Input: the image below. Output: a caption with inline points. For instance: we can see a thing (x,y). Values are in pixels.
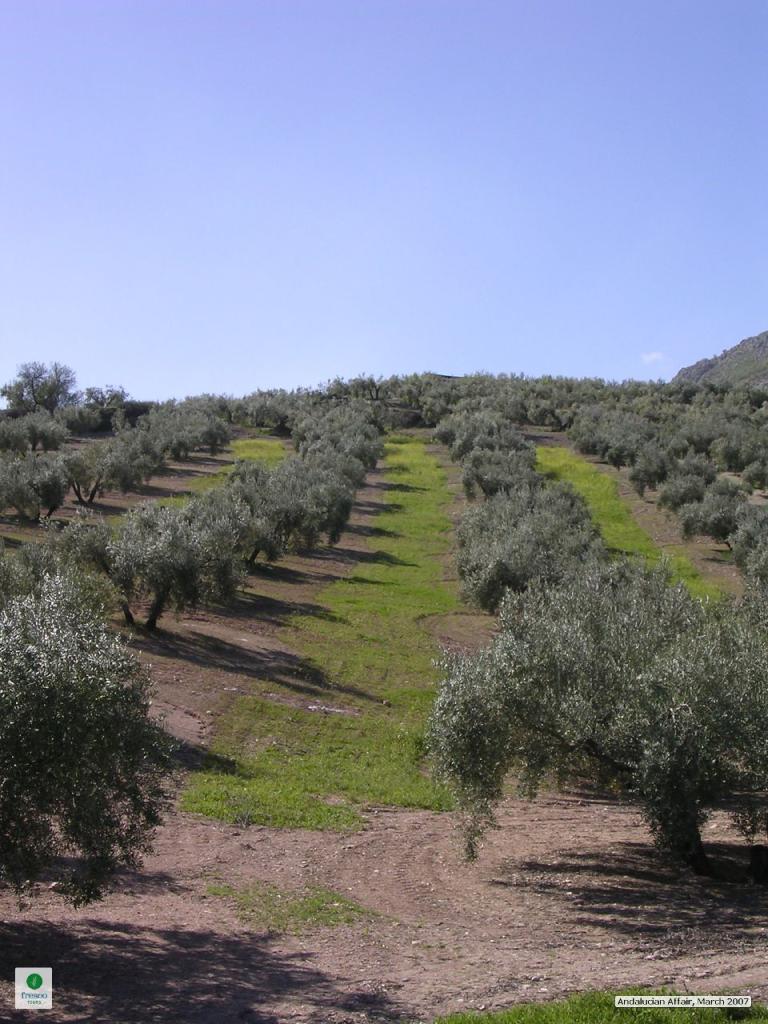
On the bottom right (745,1000), there is a watermark (682,997). On the bottom right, there is a watermark (619,995). In the background (679,500), there are trees (175,413), mountains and grass (412,456) on the ground (402,621) and there are clouds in the sky (228,257).
